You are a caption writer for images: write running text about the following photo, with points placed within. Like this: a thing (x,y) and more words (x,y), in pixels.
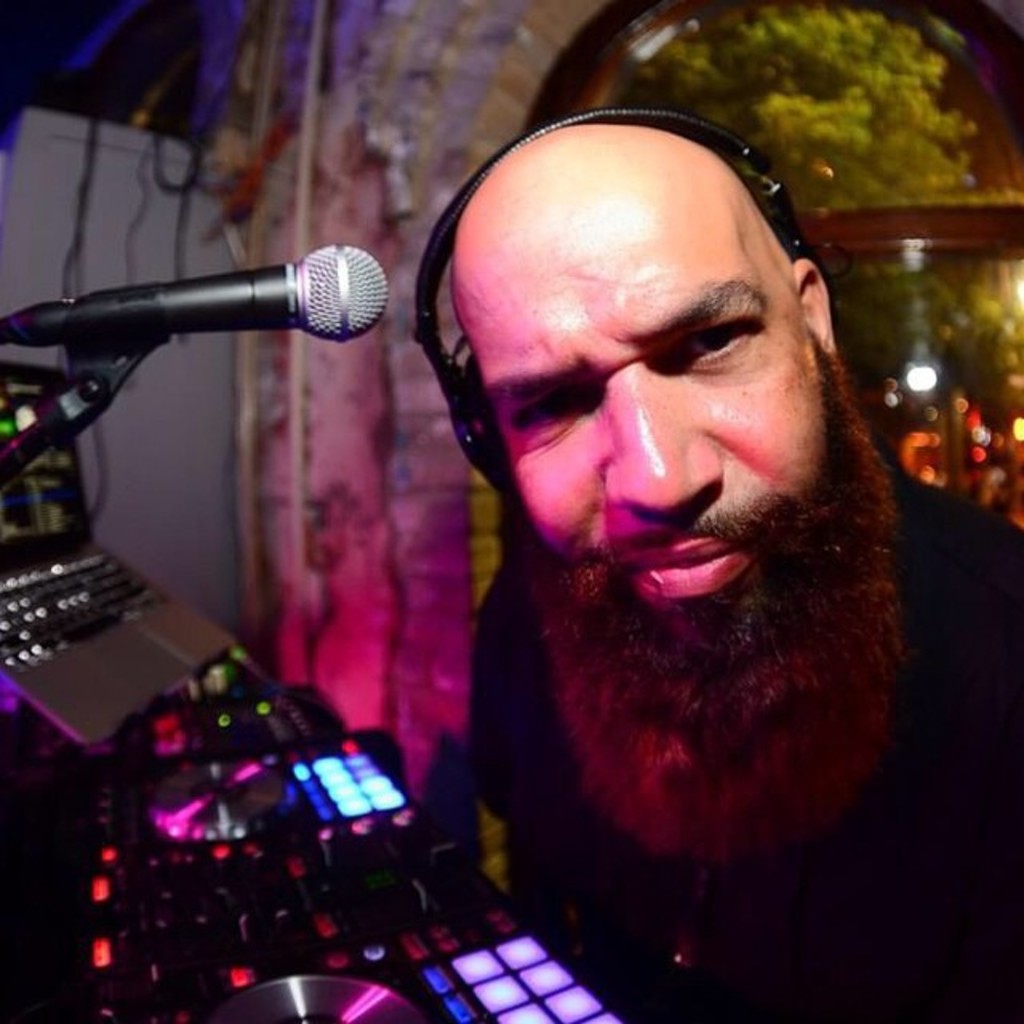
In this picture there is a man (712,557) who is wearing headphones (476,451) and black dress (932,867). In front of him we can see mic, laptop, keyboard (132,597), CD (297,975) and other objects (292,951) on the table (40,1008). In the back (1004,253) we can see door (866,217), trees (937,199) and street light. Here we can see a darkness.
